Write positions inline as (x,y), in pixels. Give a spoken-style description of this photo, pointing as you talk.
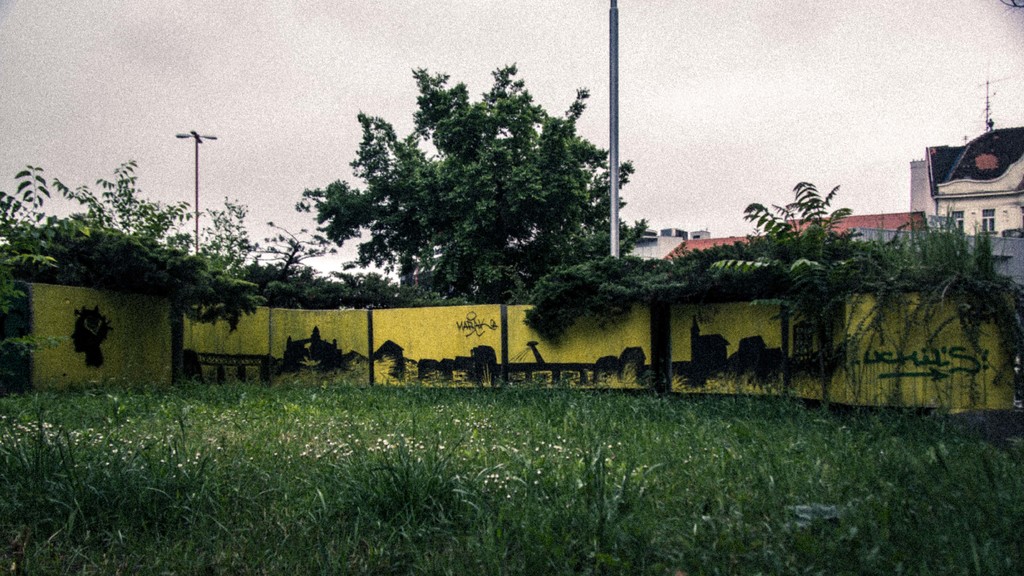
At the bottom of the image (578,487) there is grass (770,523). In the center (629,376) we can see a fence (253,359). In the background (226,231) there are poles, trees (591,228) and buildings (844,220). At the top (681,70) there is sky (315,64).
